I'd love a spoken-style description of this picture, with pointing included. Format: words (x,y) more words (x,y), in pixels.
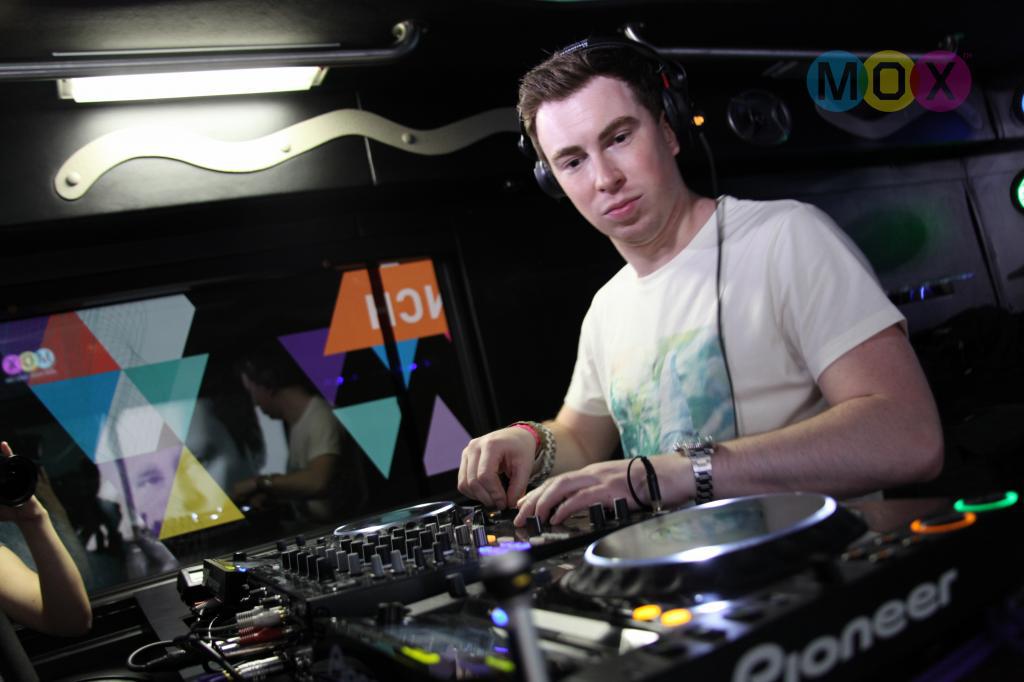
There is a person (597,293) wearing a headset (673,106) and watch (706,460). In front of him there is a DJ mixer (480,574). In the back (204,360) there is a glass wall (328,364). On the left side (30,599) we can see a person's hand (34,588) with camera (8,482).
